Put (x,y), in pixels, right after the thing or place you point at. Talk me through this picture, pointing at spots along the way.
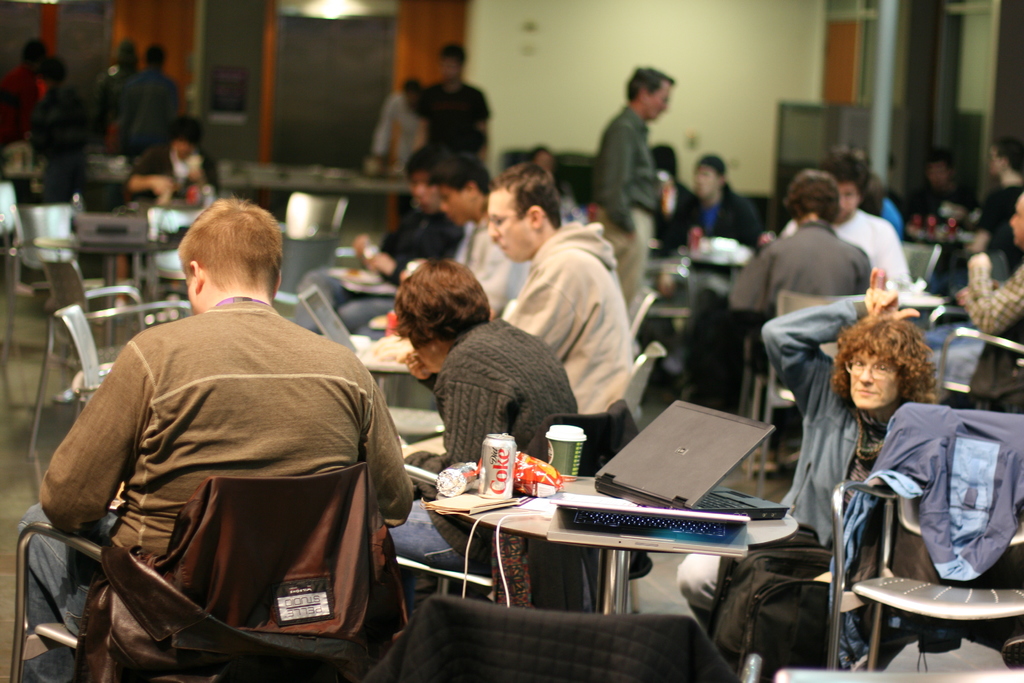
In this image we can see many people (722,210) sitting on the chairs (864,591) near the table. There are laptops (670,493), tins (498,479), cups (562,451) and some food items (529,459) on the table (532,520).
